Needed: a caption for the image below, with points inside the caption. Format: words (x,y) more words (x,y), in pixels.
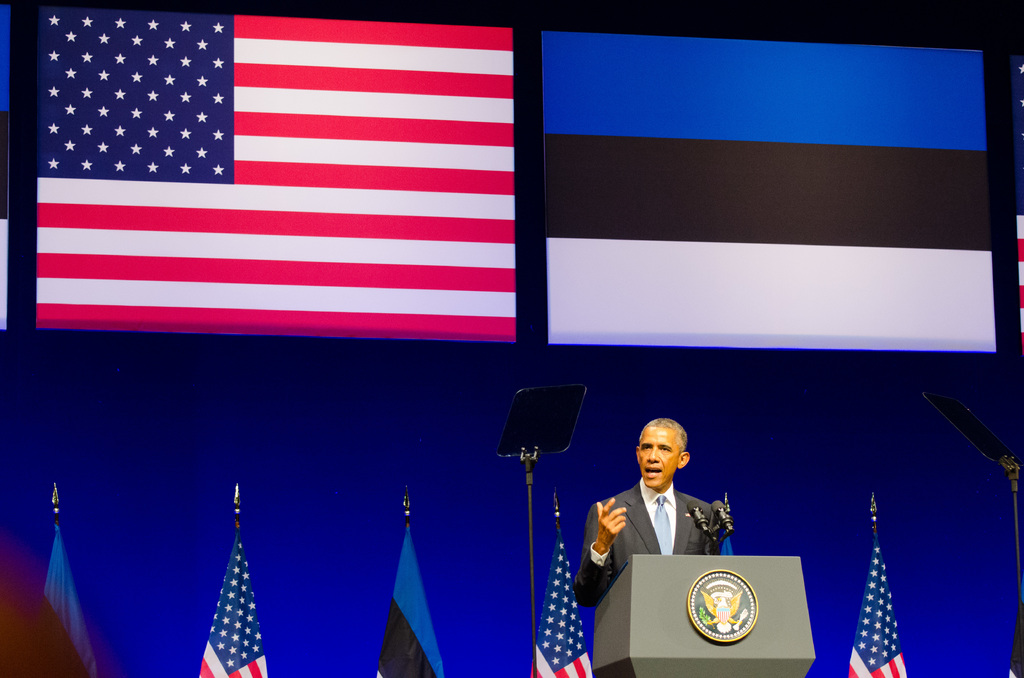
In this image we can see a person (649,493) standing. In front of him there is a podium (711,608) with emblem (721,604) and mics (720,514). In the back (404,500) there are flags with poles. Also there are stands (527,399). In the background (461,408) it is blue. Also there are flags (278,182) at the top (278,182).
